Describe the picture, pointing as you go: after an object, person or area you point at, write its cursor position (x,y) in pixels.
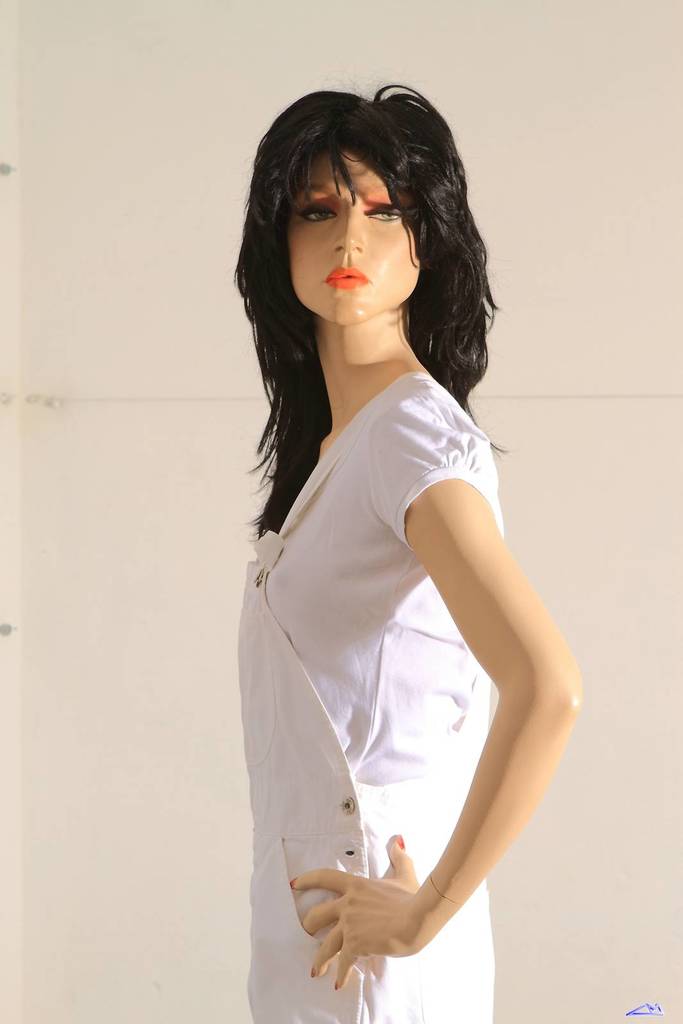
In this image, there is a statue (429,323) of a girl (305,342) wearing a white color dress (320,695), at the background (65,233) there is a white color wall (565,320).
